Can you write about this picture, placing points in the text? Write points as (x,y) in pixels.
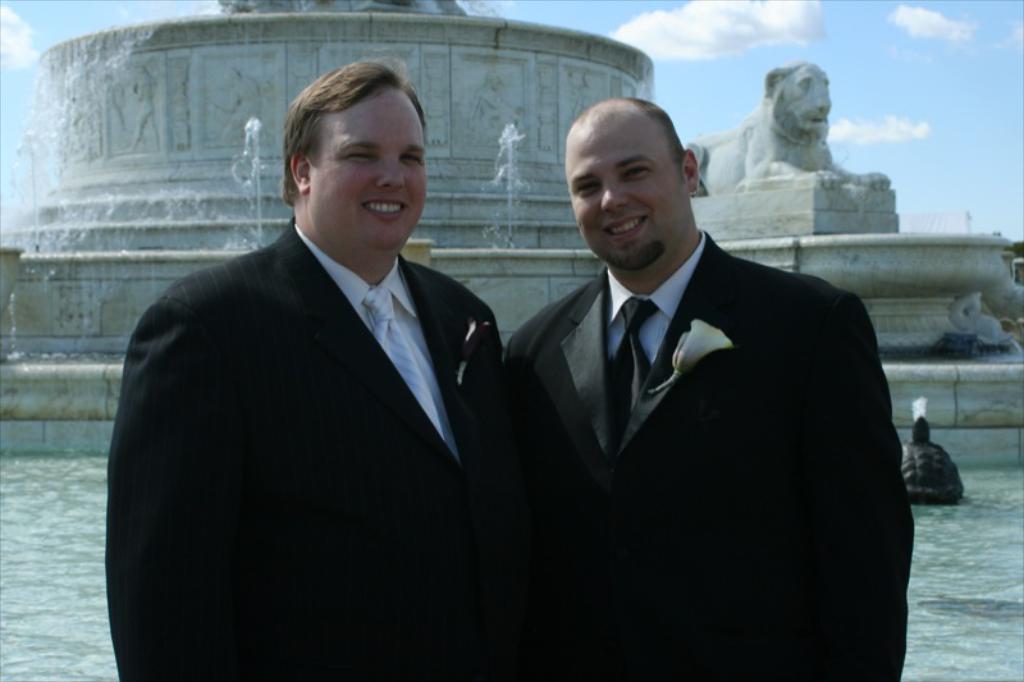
In the picture I can see two men (828,571) and they are smiling. They are wearing a suit (394,500) and a tie (630,360). In the background (839,205), I can see the water fountain (481,110). There is a lion statue (807,69) on the right side (814,141). This is looking like a tortoise statue (922,464) in the water (964,503) on the right side (919,461). There are clouds (932,17) in the sky (981,72).
